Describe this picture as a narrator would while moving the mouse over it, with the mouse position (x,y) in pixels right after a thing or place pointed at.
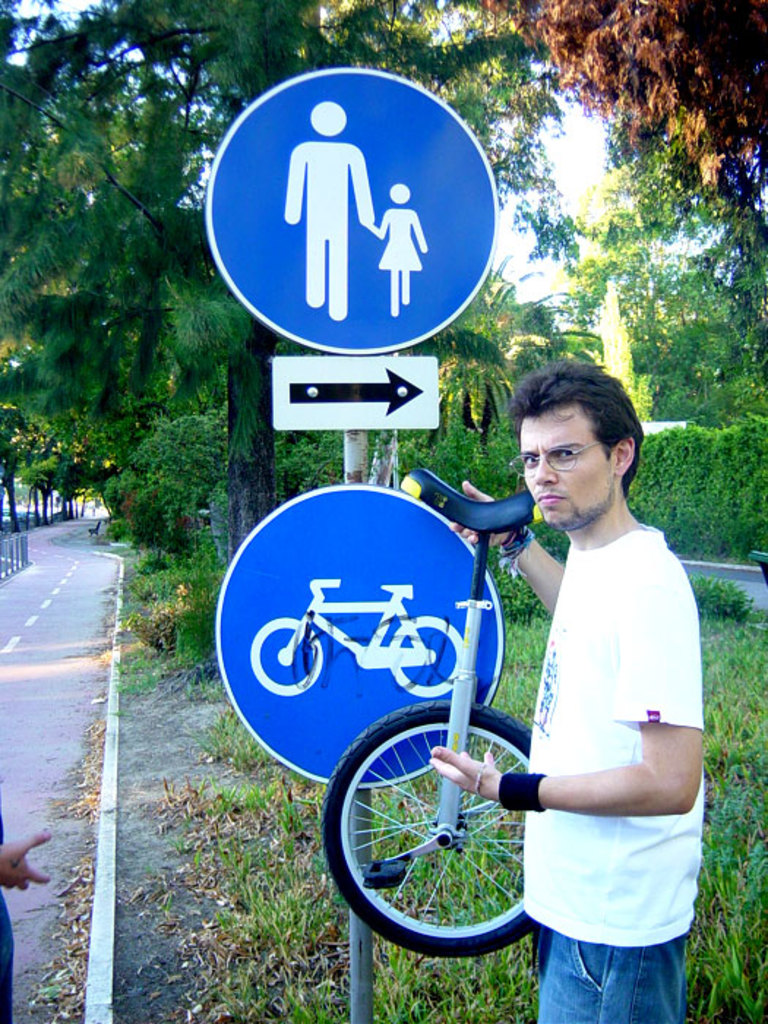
In this image I can see the person (608,646) is holding the unicycle bike (344,864). I can see few trees (397,31) and few sign boards (365,524) are attached to the pole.
